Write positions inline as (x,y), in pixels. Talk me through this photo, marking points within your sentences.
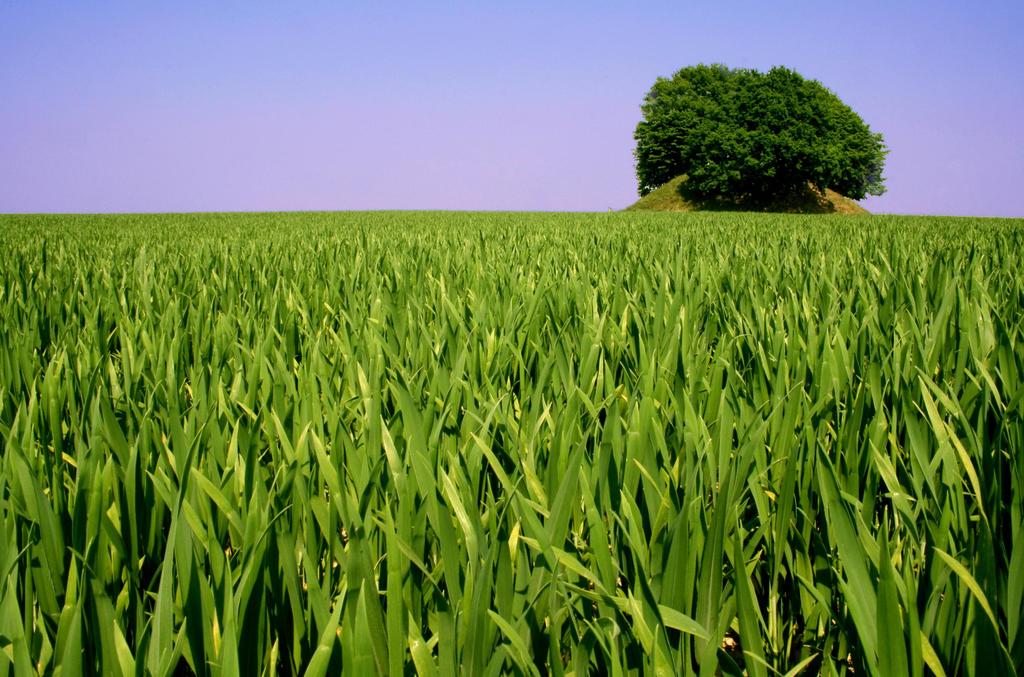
In the background (938,49) we can see the sky (522,49), tree (751,141). This picture is mainly highlighted with the field (866,444) and its full of greenery (487,505).
